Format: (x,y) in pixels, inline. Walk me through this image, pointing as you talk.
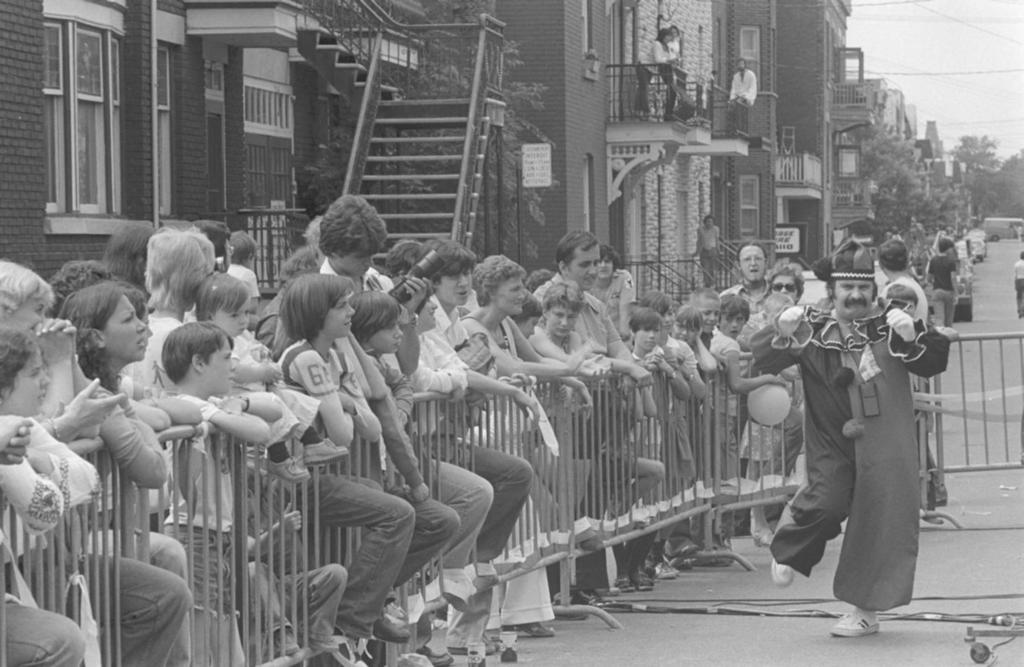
This is a black and white image. On the left side of the image (159,312) we can see there are a few people (454,326) standing in front of the railing (257,464). On the right side of the image (846,399) there is a person (836,355) wearing a costume (854,494) of a joker (868,372) is walking. In the background (375,159) there are buildings (789,163), trees (983,185) and sky (952,127).
